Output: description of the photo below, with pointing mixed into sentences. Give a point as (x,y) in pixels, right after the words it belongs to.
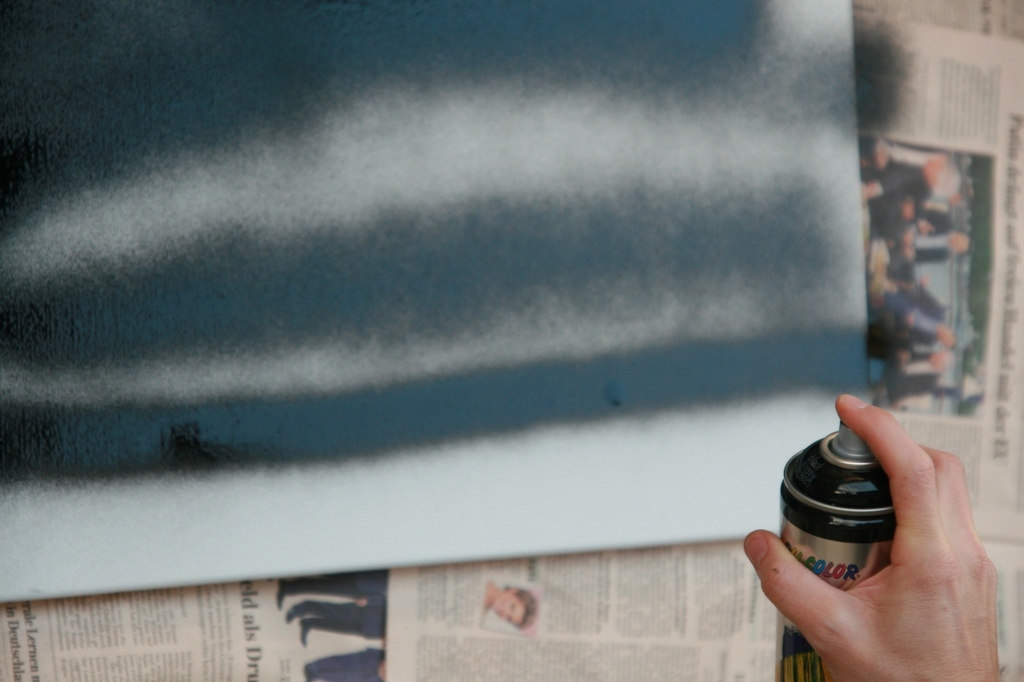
This image consists of a person (883,592) spraying color (420,416) on the board (734,529). Beside the board (458,546), there are newspapers (888,345). The spray color (830,469) is in dark blue.
